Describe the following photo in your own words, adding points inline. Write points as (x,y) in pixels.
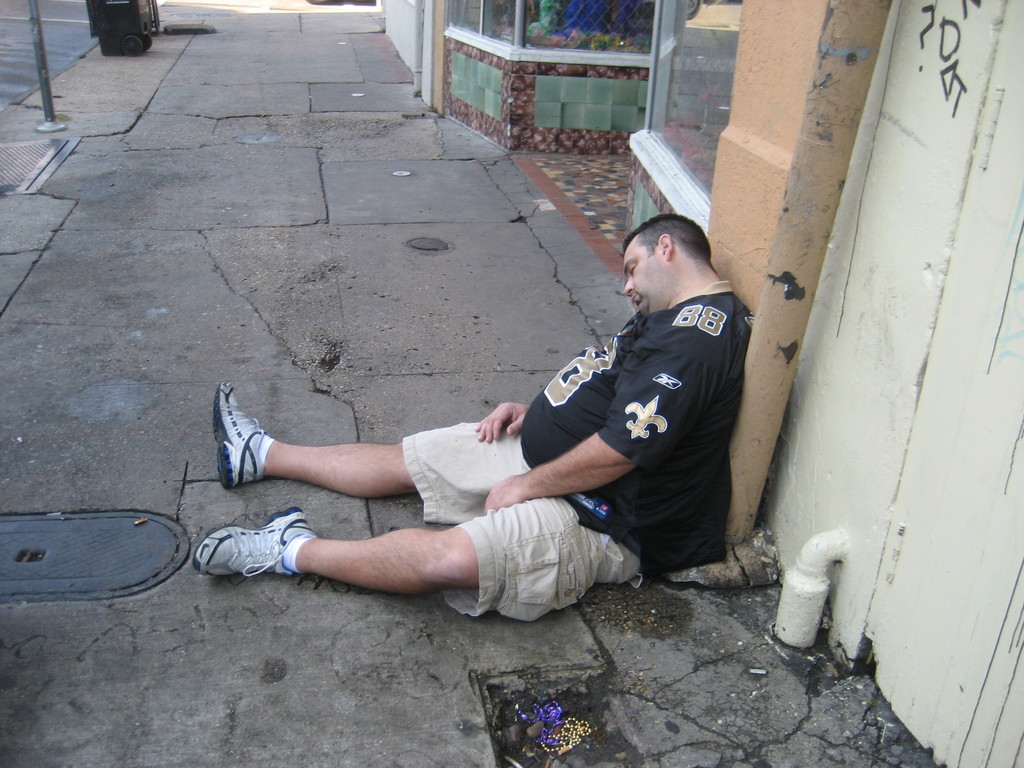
In this image there is a person (717,387) sleeping on the road (141,70). Behind him there is a pillar (737,216). There is a wall (941,473). On the left side of the image (50,132) there is a pole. There is some color object (135,41).
